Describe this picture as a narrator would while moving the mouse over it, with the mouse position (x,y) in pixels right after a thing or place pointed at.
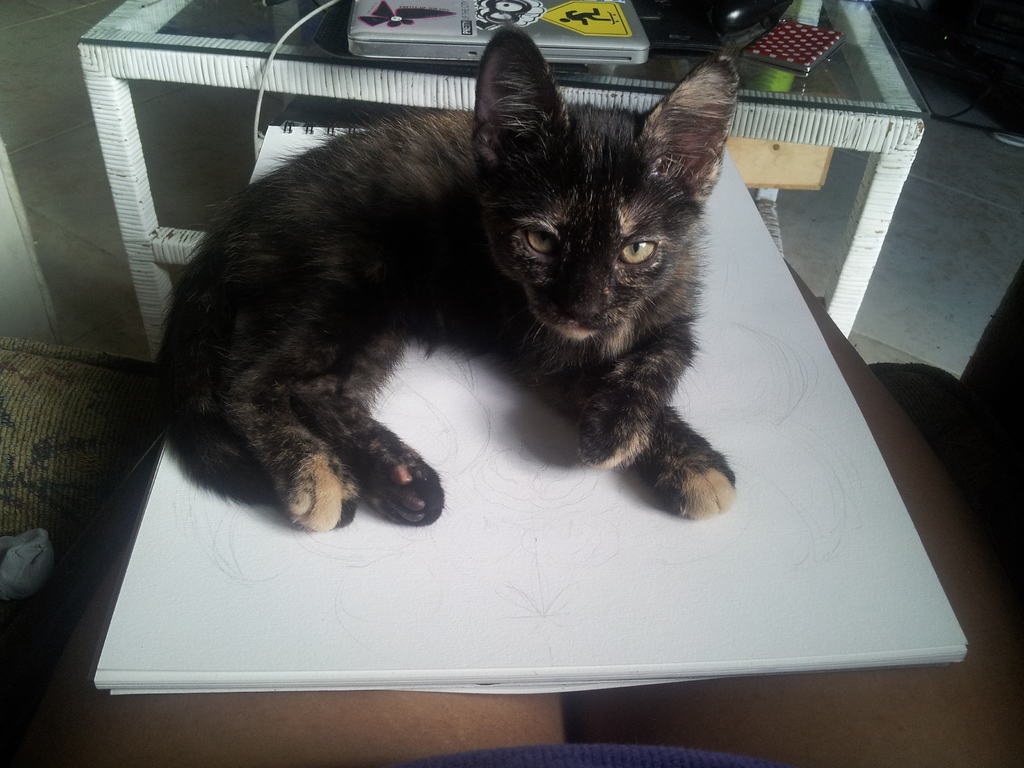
In the image we can see there is a black and brown colour cat (551,320) lying on a sketchbook (571,584) and behind there is a table (826,16) on which there is a laptop (447,29).
